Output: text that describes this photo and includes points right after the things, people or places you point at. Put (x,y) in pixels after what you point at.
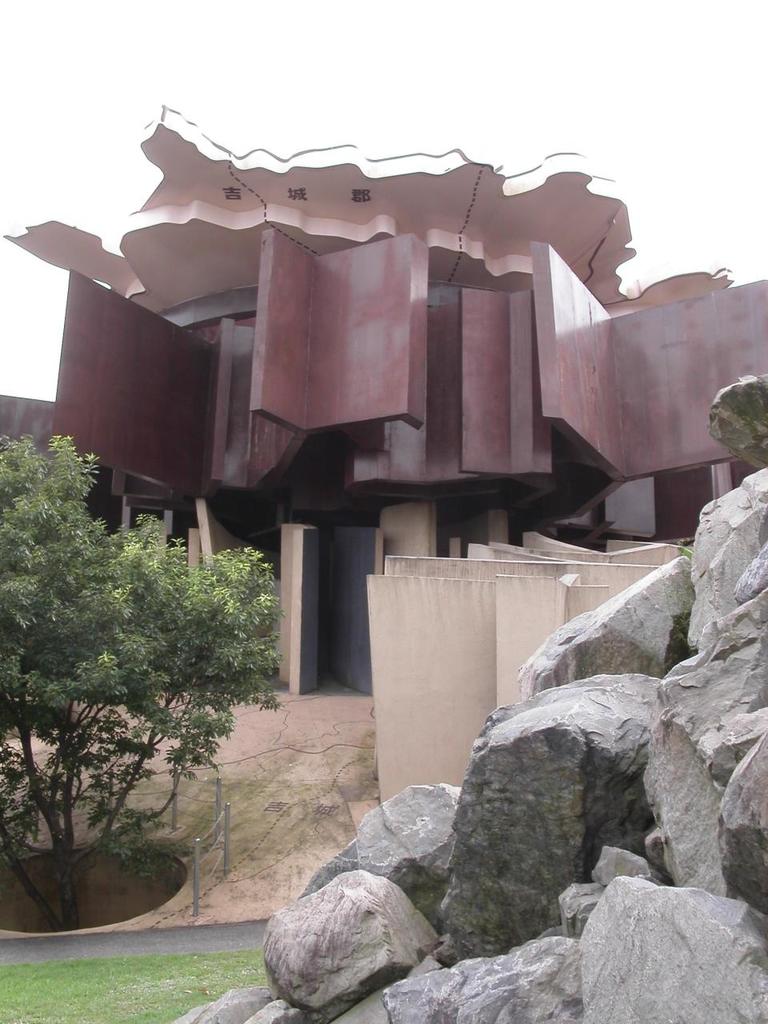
In this image there is a building (394,389). To the left (196,670) there is a plant (72,703). There are rods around the plant (4,690). To the right (588,772) there are rocks (609,802). At the bottom (154,995) there is grass (110,987) beside the road (51,958). At the top (297,37) there is the sky (333,28).
